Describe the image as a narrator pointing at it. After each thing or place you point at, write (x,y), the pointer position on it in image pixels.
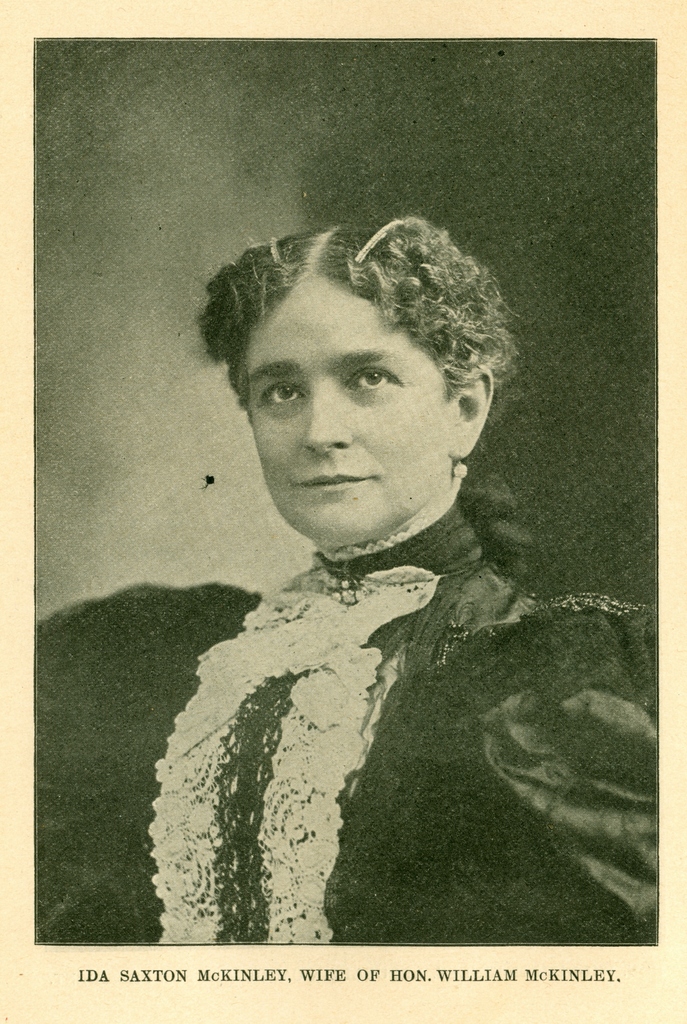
In this picture we can see an object (368,795) which seems to be a photograph (375,767) and we can see the picture of a person (317,600). In the background (577,344) we can see an object (473,137) which seems to be the smoke (184,385). At the bottom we can see the text (367,980) on the image.
